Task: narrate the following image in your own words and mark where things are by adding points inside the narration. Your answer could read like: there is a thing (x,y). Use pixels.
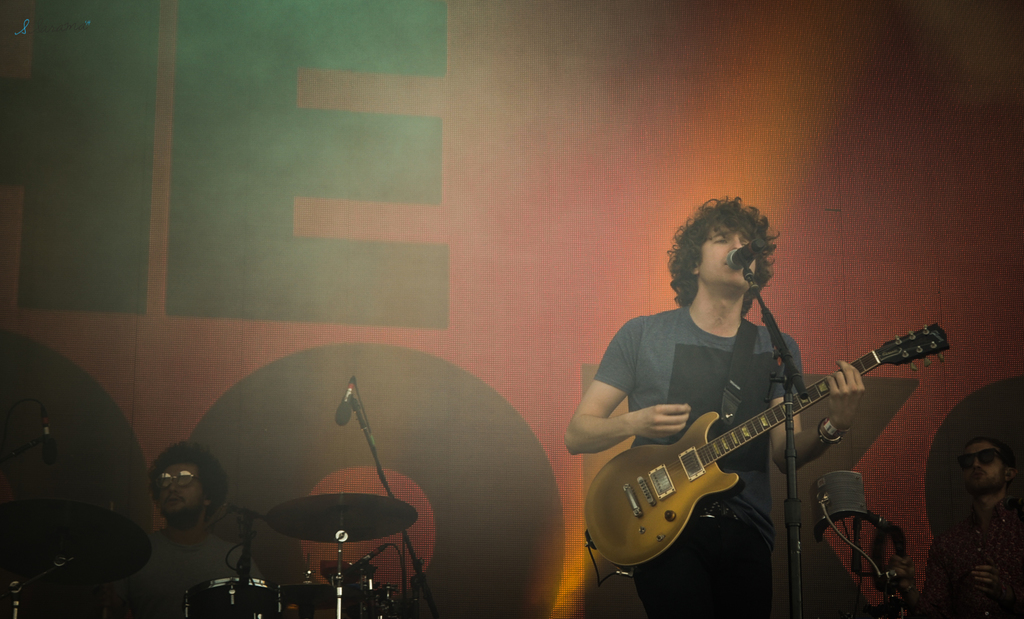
This picture is clicked in a musical concert. Man (655,377) in grey t-shirt (638,365) is holding guitar (644,522) in his hand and playing it. In front of him, we see a microphone (752,248) and he is singing song on a microphone (734,253). Behind him, we see a man (213,551) is playing drums (132,549) and behind them, we see a sheet (522,211) which is red in color.
